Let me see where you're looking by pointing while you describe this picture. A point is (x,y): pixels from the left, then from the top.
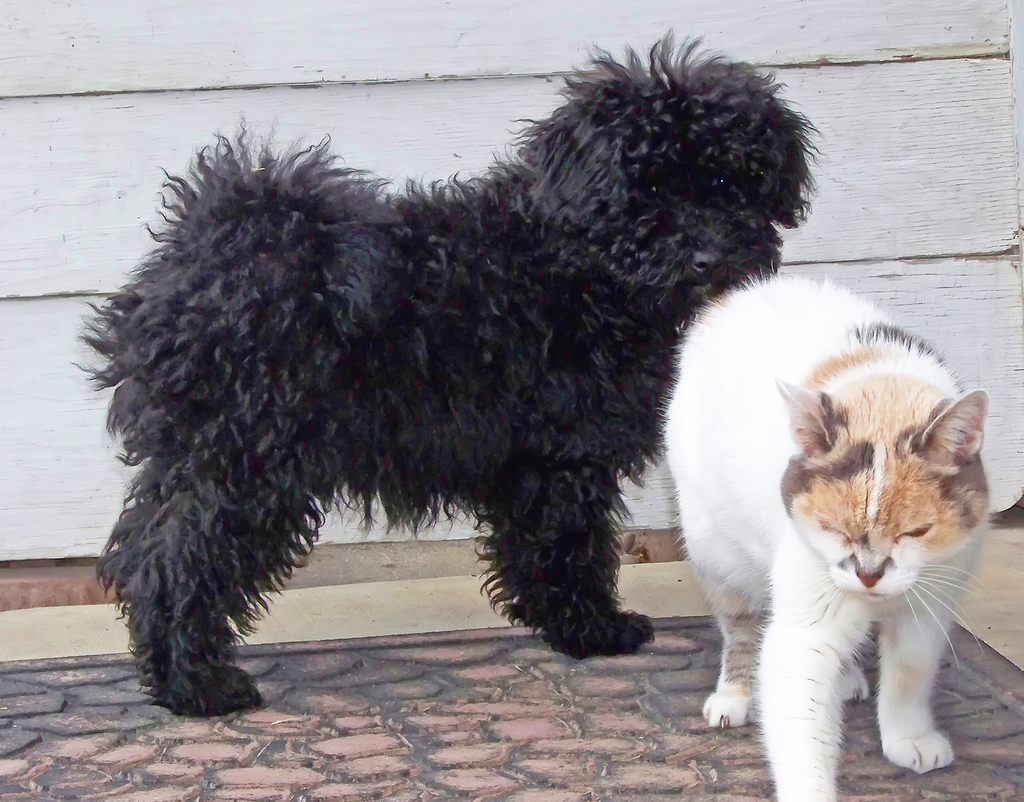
In this image we can see a dog (556,291) and a cat (870,504) standing on the floor (970,705). In the background (218,97) there is a wall (942,143).
